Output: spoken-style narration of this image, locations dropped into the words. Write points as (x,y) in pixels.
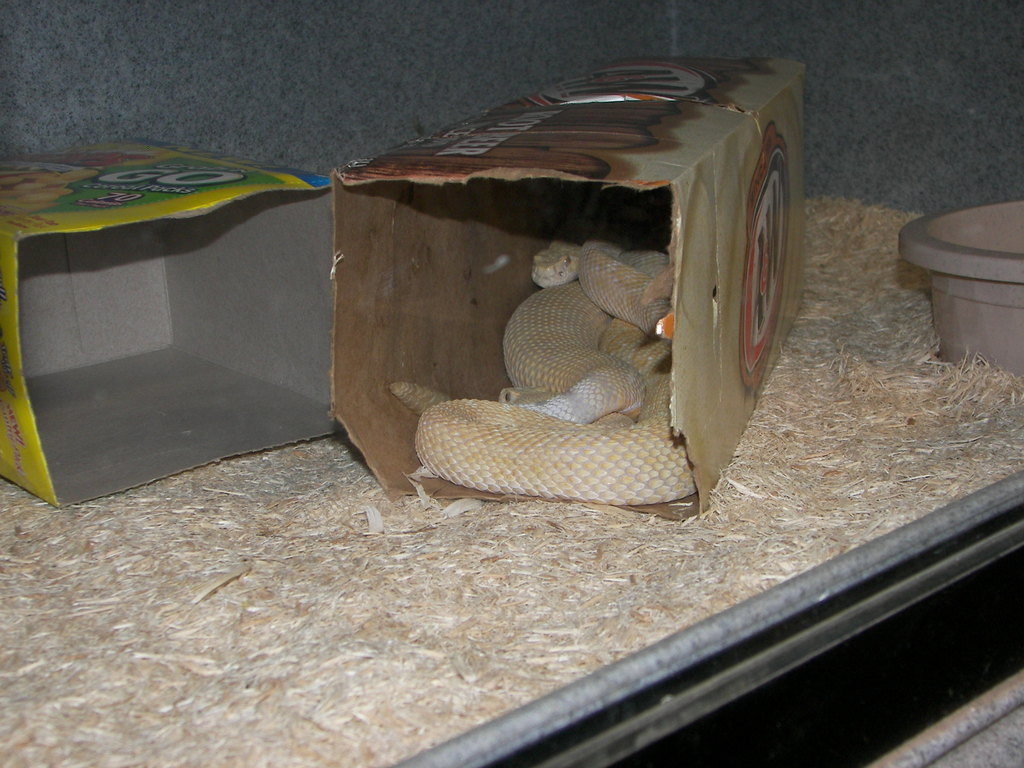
In this image, we can see a snake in the box (580,137) and there is dried grass (382,631).
